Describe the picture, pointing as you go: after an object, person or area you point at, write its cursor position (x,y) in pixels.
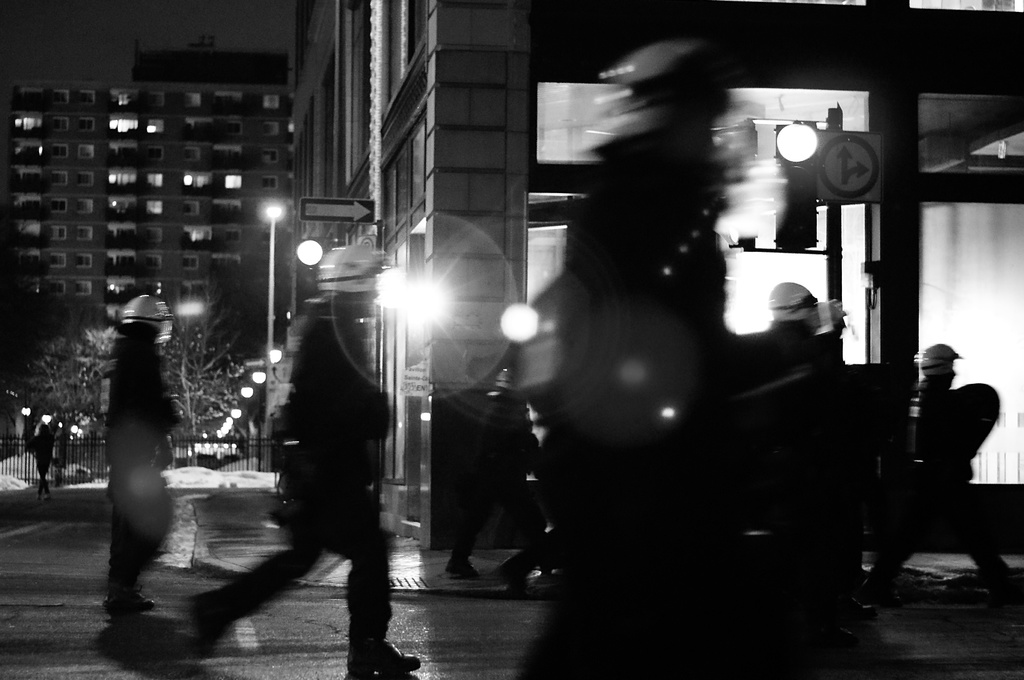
In this picture we can see some people (678,566) on the road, traffic signal (795,199), lights (791,152), poles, sign boards (316,211), trees (217,427), buildings (206,204) with windows (195,206) and some objects (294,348) and these group of people (690,312) wore helmets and in the background (221,23) it is dark.
